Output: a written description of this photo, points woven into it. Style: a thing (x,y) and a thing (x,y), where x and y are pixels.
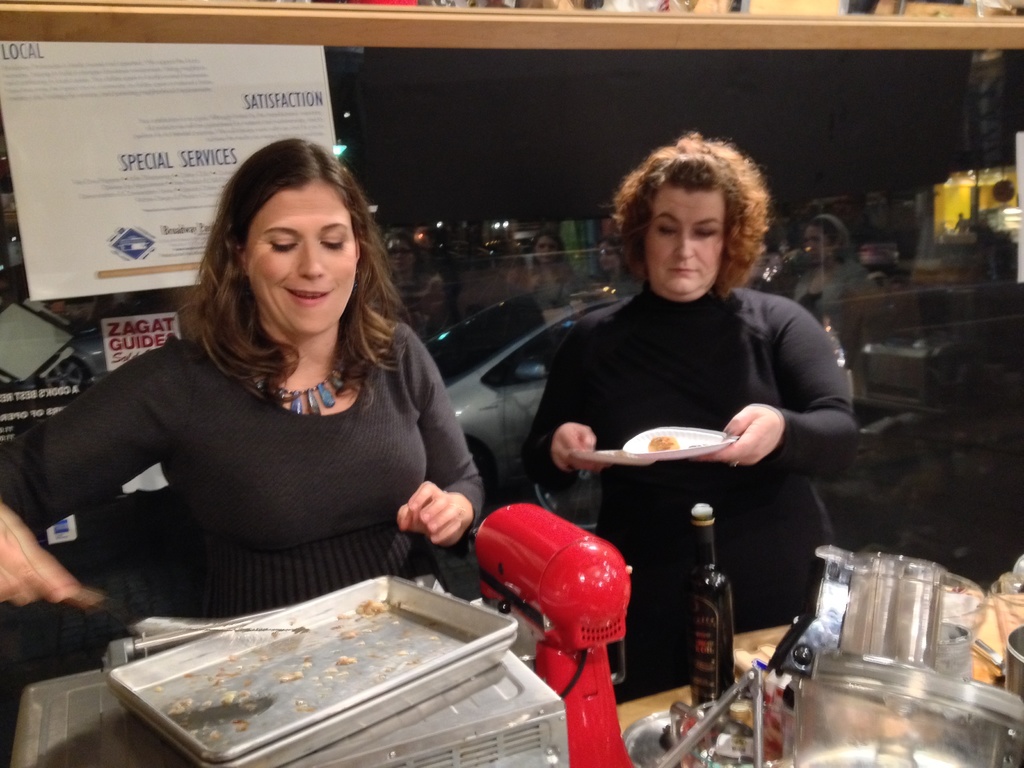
Here we can see tray (415,653), bottle (713,608) and objects (867,644). This woman (316,388) is holding an object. Posters (194,239) are on glass (539,226). Through this glass (493,248) we can see vehicle (471,343). On this glass (544,240) there is a reflection (817,251) of people (804,253).
